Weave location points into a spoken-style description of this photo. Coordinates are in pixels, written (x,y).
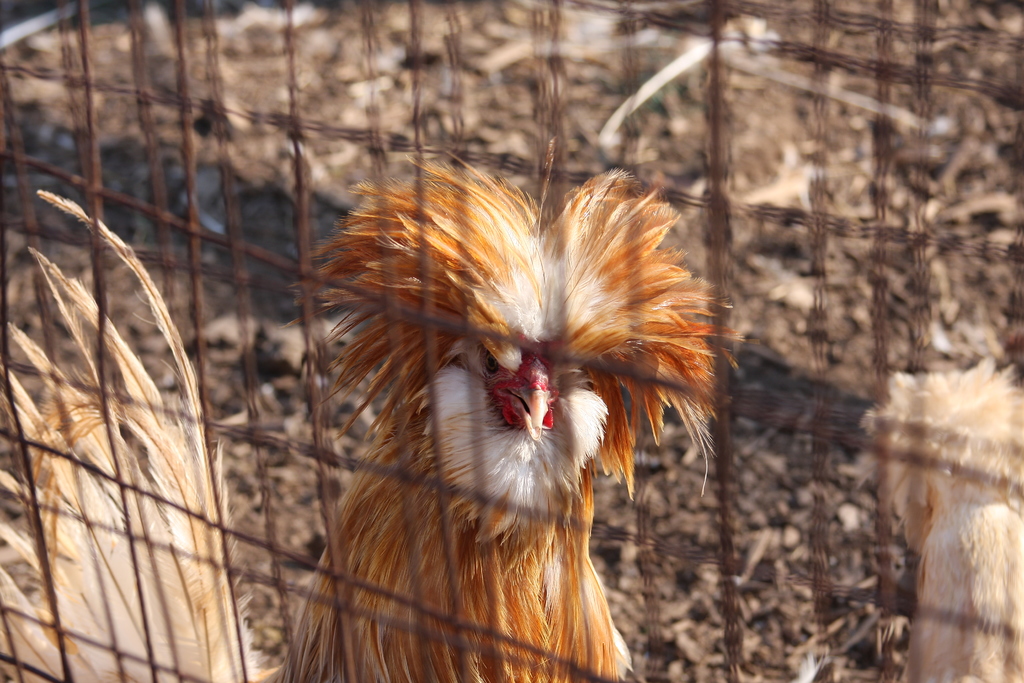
In this picture there is cock (460,505). In the foreground (227,162) there is fencing (391,303). The background (848,88) is blurred. On the right (972,512) there is an animal (953,511).
